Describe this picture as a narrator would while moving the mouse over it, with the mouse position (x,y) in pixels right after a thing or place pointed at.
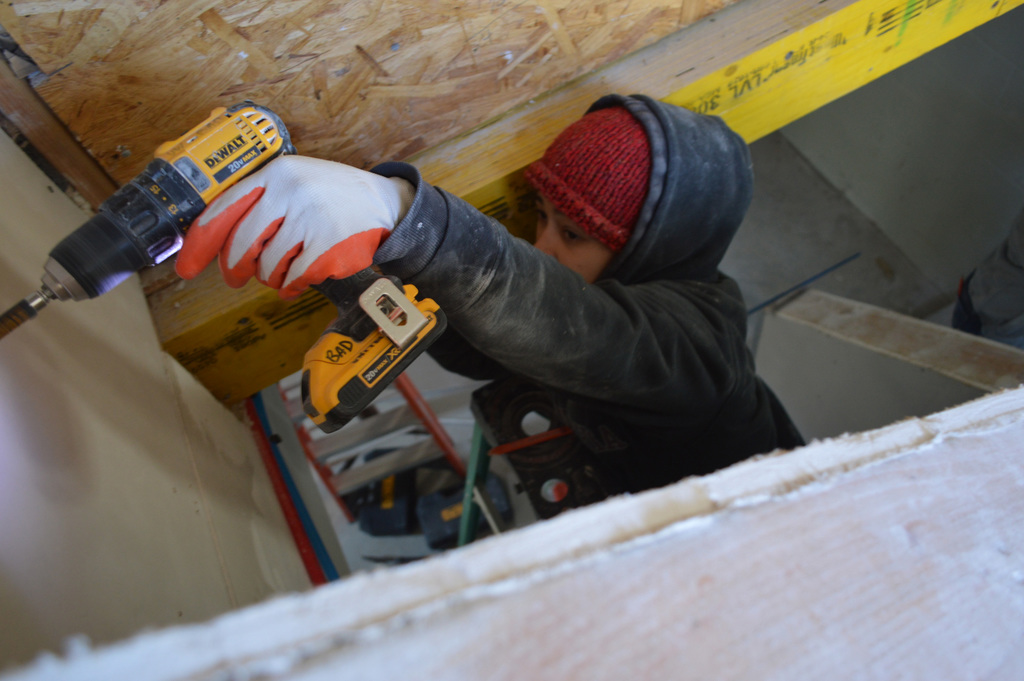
In this image we a person (736,299) wearing black jacket (441,362) and red color cap (565,184) is holding a handheld power drill (243,175) in their hands (307,155) and drilling the surface (74,400). In the background (450,10), we can see the wooden wall (424,17).
